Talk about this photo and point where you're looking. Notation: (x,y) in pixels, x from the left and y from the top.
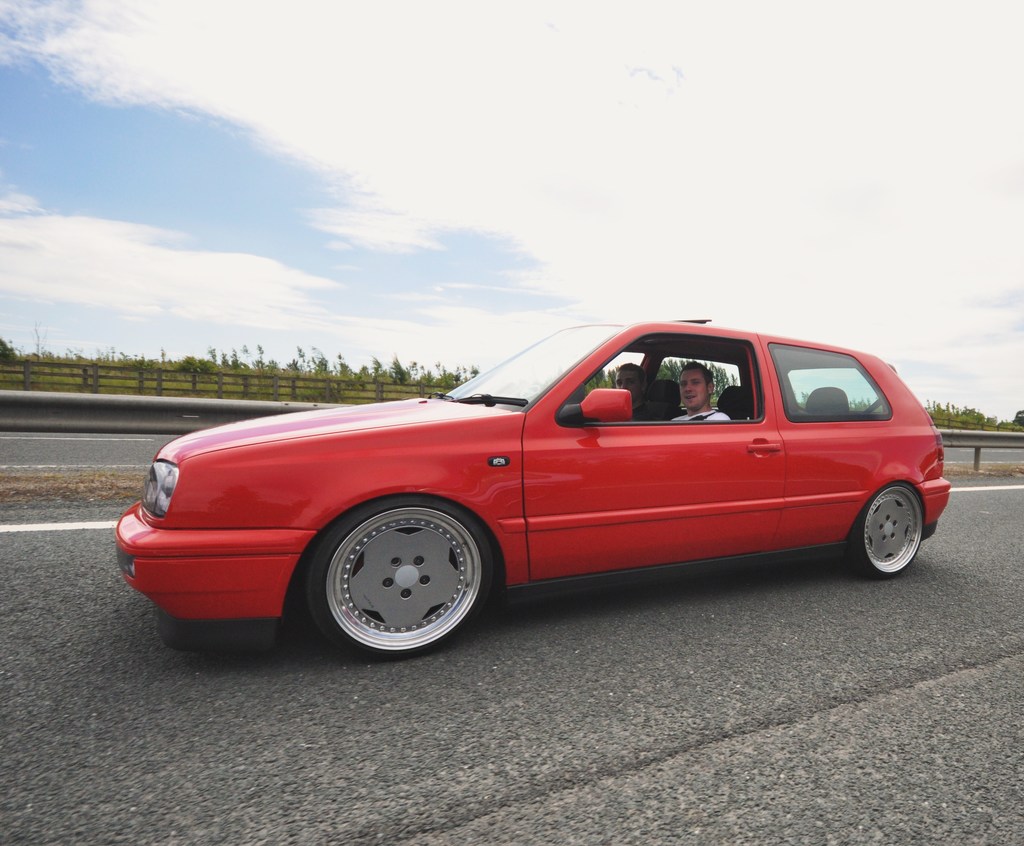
In the center of the image (483,559) we can see a car (674,465) and two persons (692,374) are sitting in a car (575,478). In the background of the image (243,383) we can see the trees (368,375), fencing (347,391). At the bottom of the image (618,694) we can see the road (343,829). At the top of the image (393,147) we can see the clouds (391,209) are present in the sky (494,236).
